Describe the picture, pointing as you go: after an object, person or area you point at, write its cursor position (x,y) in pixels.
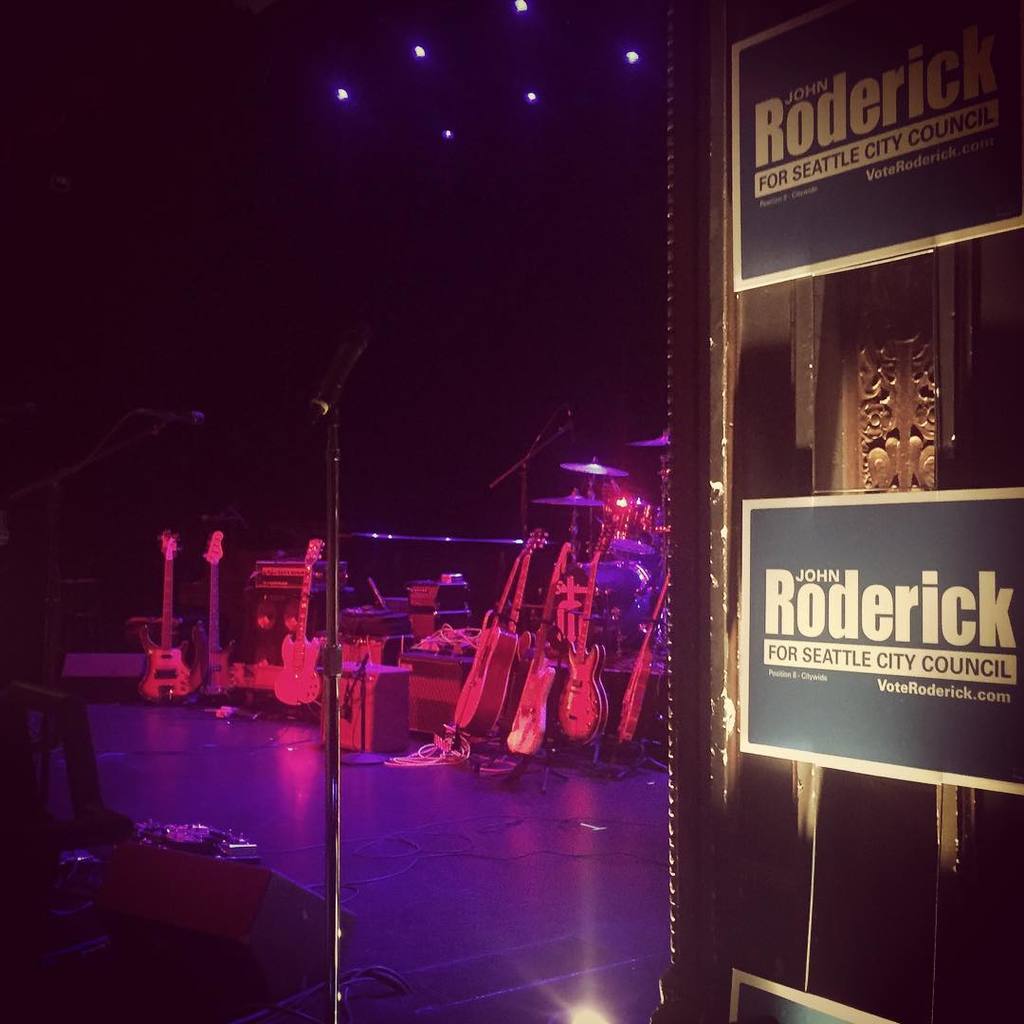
In this picture we can see microphones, wires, guitars (508,683), musical instruments (629,578) and other objects (240,709). We can see a few lights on top.
